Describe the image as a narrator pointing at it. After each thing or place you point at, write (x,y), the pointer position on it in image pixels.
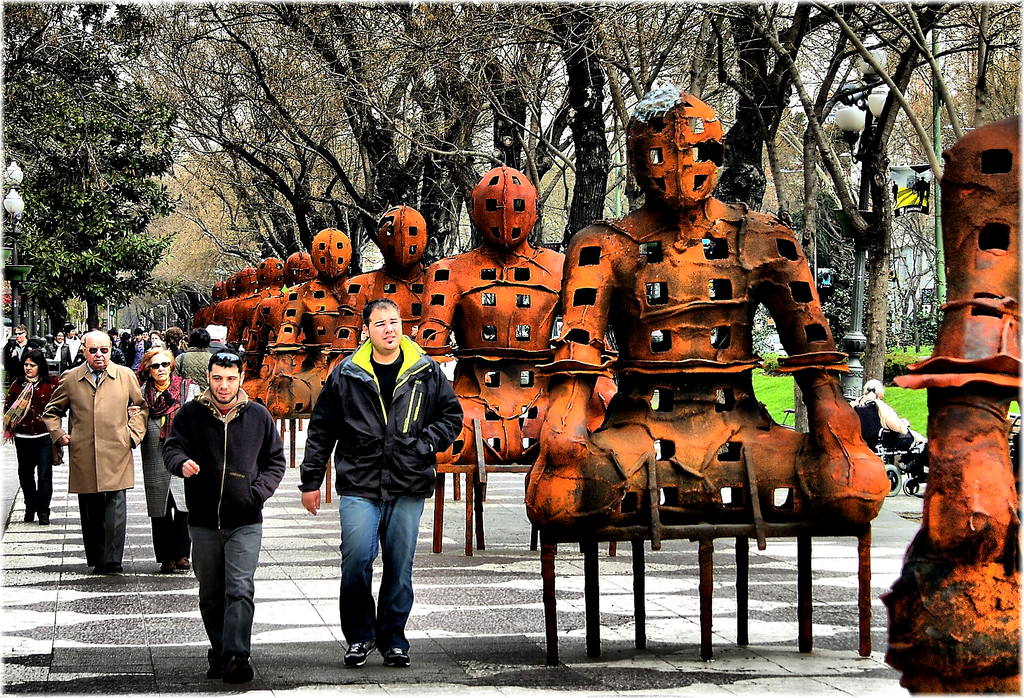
In this image people (167,422) are walking on a path (280,495), beside the people (334,411) there are some statues (665,379), beside that statues (691,323) there are trees (298,175).
